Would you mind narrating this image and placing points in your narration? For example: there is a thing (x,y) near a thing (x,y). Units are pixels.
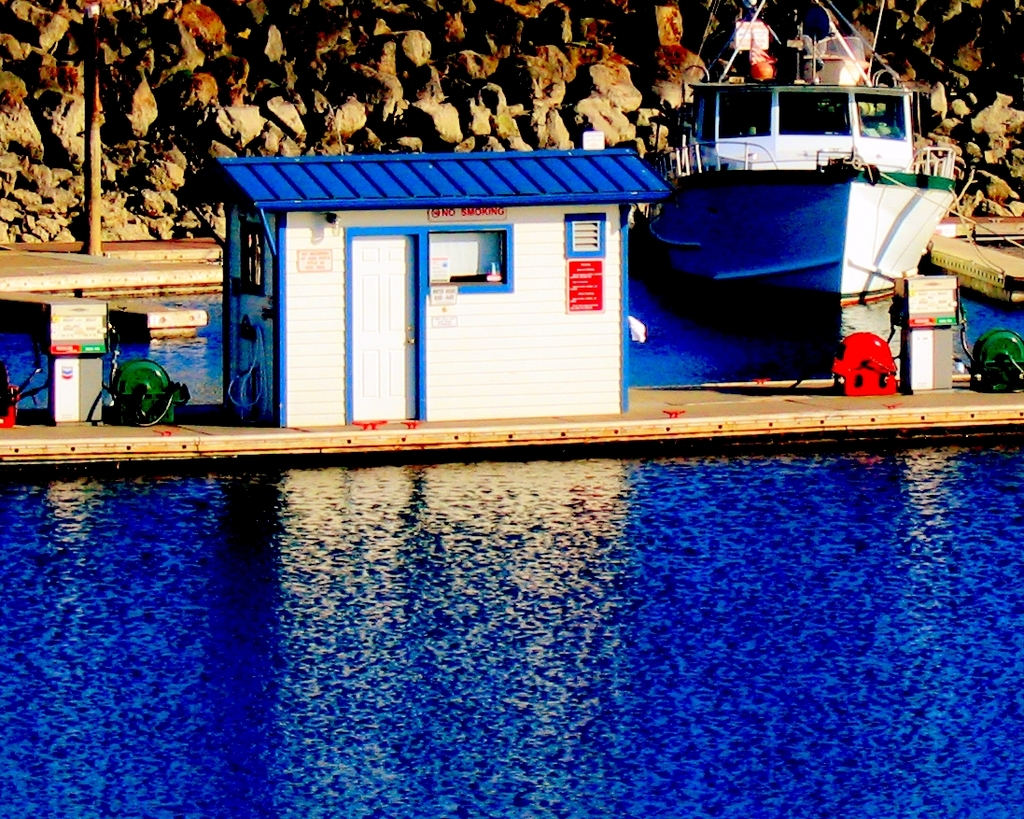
In this image, we can see a boat (732,245) on the water (530,598). Here we can see a hut (417,359) with door (379,368), wall (476,349), windows (493,268), posters (587,273). Here there are few machines (128,365), pipes (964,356), pole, footpath (44,262). Background (560,60) we can see stone wall (453,115).
